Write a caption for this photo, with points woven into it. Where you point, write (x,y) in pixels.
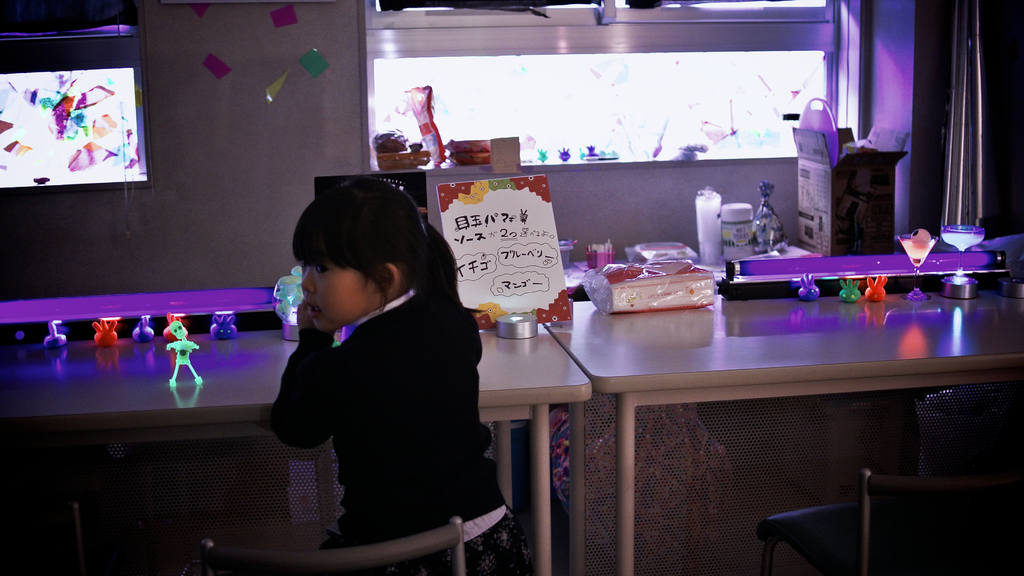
In this image I see a girl (422,524) who is sitting on the chair (202,540) and there are tables (125,406) in front of her and there are few things (1017,245) on it. In the background (8,248) I see the wall (338,128) and box (826,227) and few things (822,114) over here too.
